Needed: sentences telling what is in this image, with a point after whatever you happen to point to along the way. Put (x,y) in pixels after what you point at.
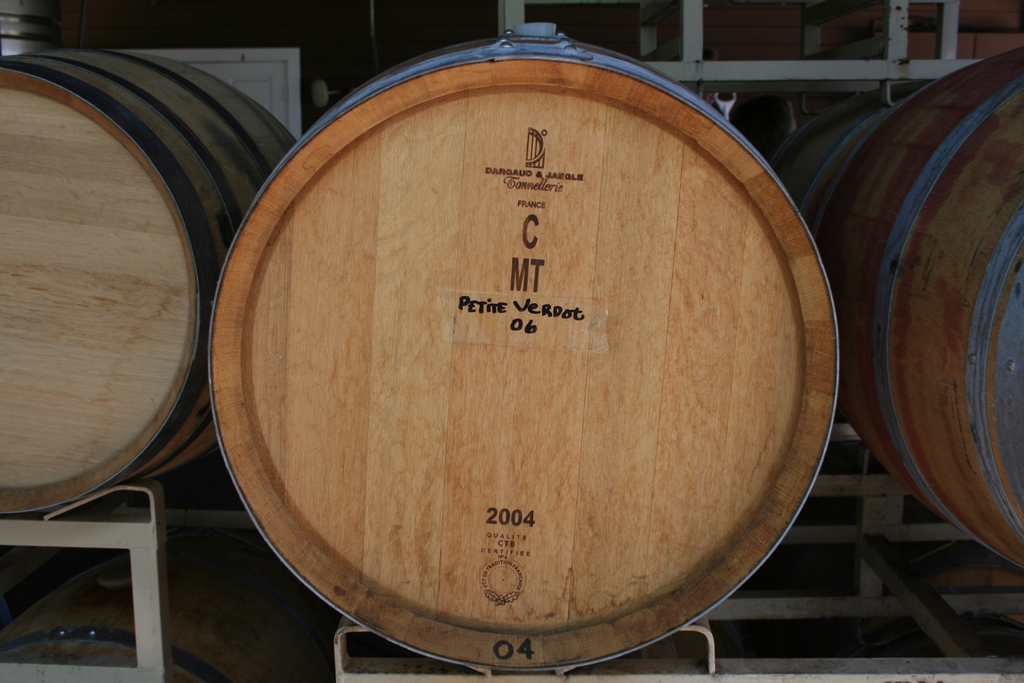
In this picture we can see wood (771,433).
